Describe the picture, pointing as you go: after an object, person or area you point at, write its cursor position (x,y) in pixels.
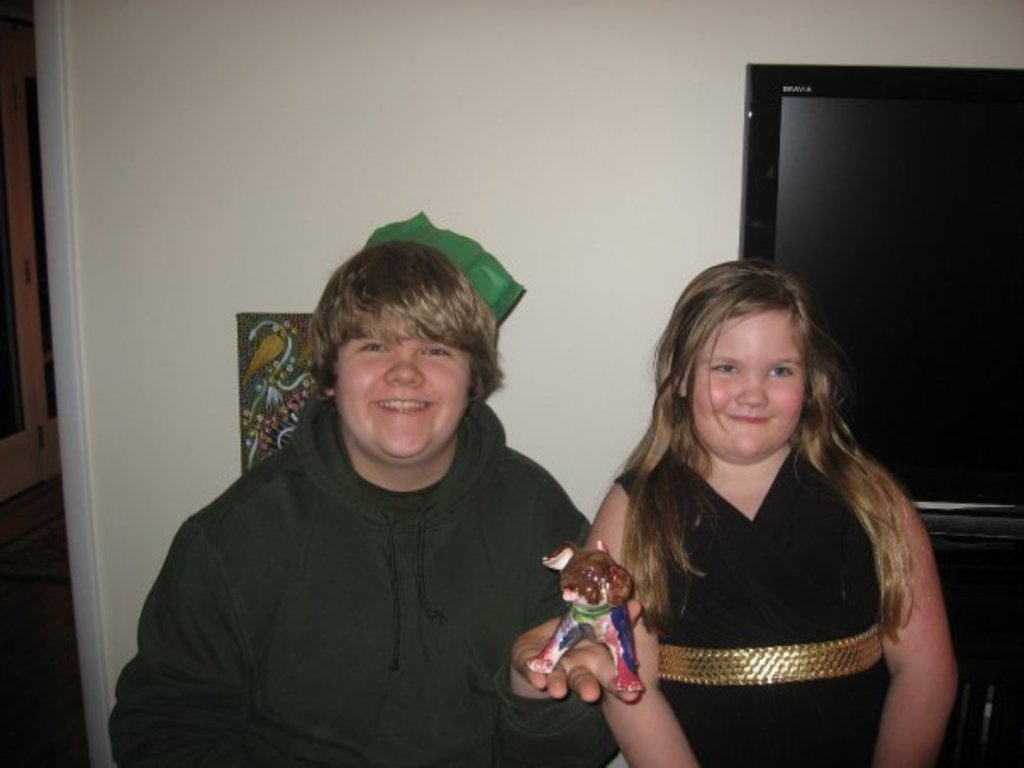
In this image, we can see a boy (310,585) and a girl (764,575) standing, the boy (584,690) is holding a toy (578,637), in the background (159,281) we can see a television (970,189) and there is a white color wall (425,60).
